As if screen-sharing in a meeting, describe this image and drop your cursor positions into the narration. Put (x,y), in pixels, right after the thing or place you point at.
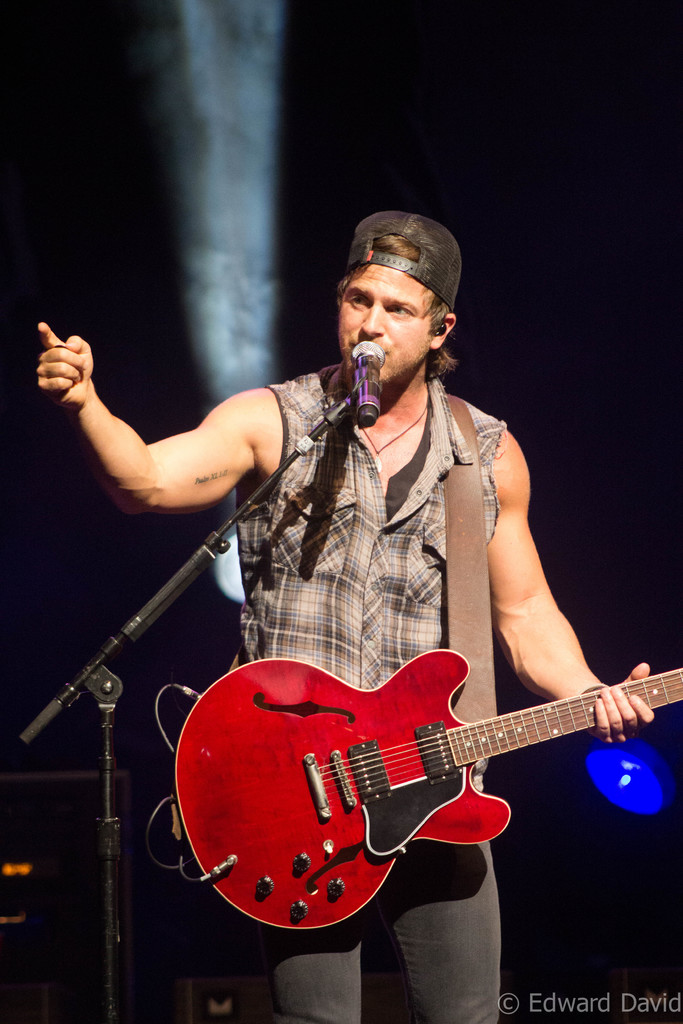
The person (388,236) wearing cap (423,250) is standing and holding a guitar (528,719) in his hand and singing in front of a mic (368,396).
